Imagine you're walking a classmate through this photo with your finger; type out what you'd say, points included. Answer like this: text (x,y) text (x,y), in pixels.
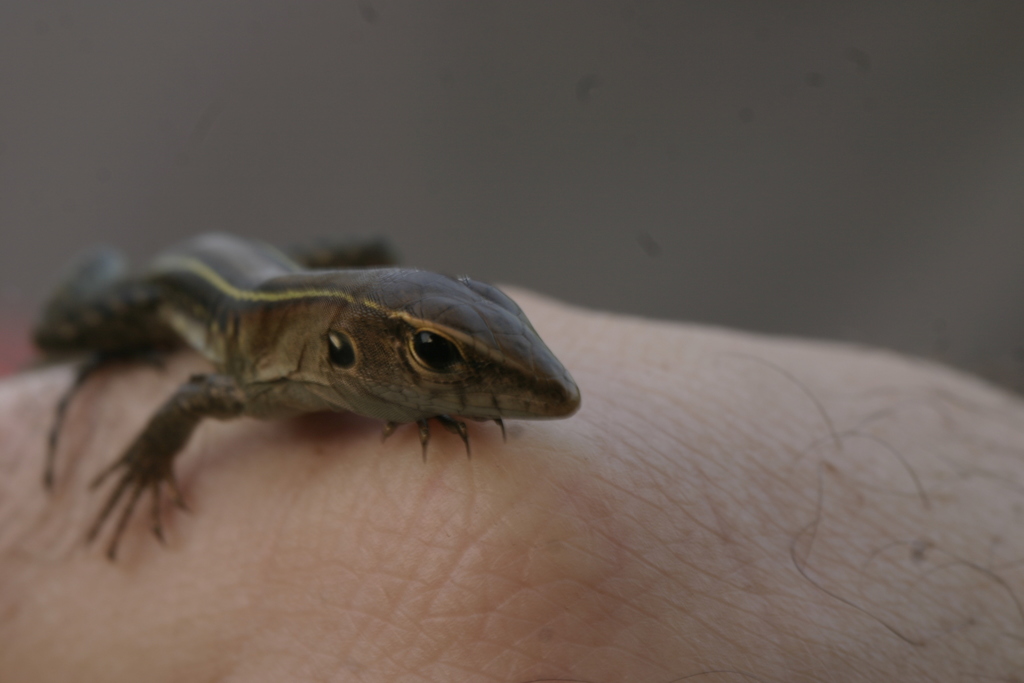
In this image there is a lizard (253,312) in the center (343,301).
